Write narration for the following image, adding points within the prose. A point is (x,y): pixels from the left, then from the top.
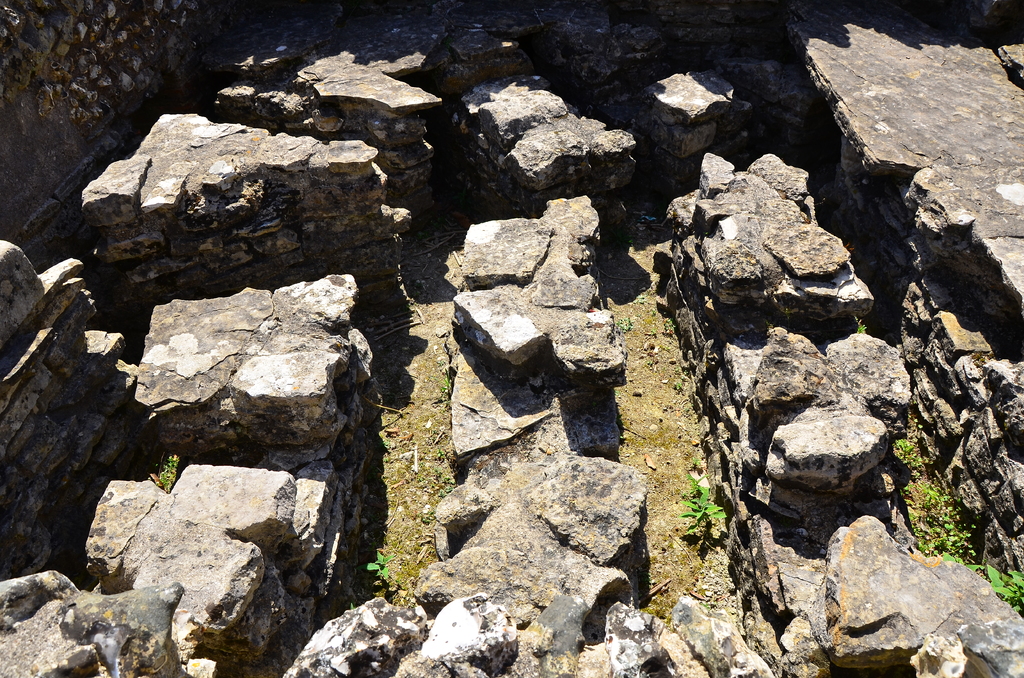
In the image there are few rocks (331,272), they are surrounded with a wall (869,206) made up of stones (851,131).
